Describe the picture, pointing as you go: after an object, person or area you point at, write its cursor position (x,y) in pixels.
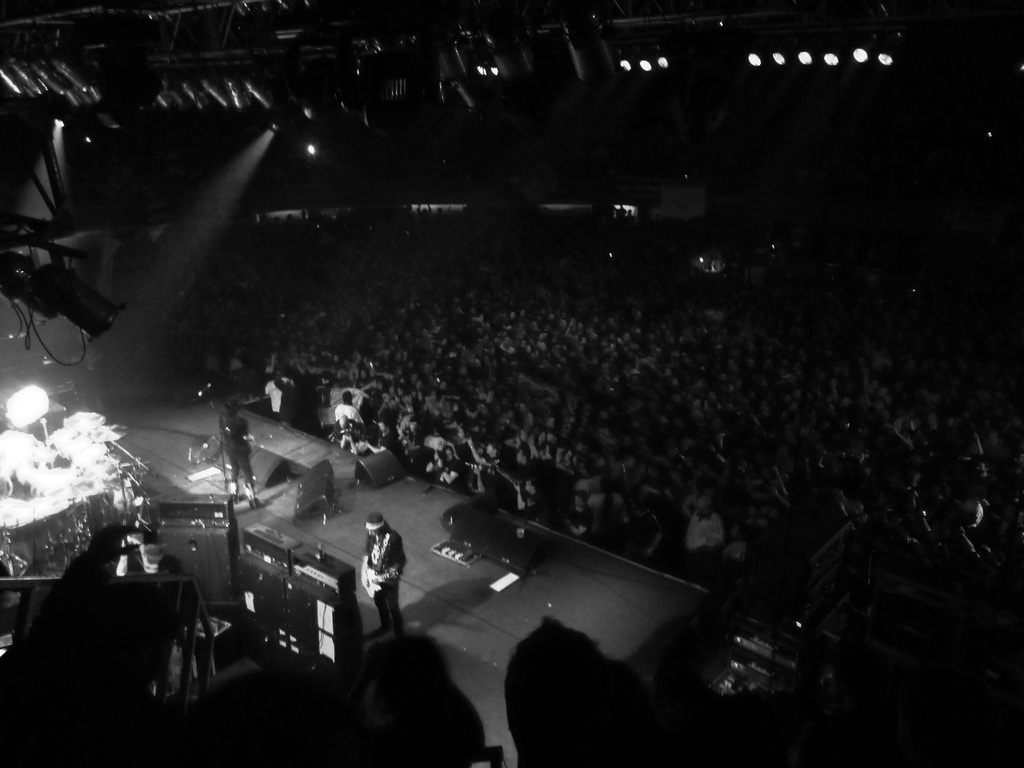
In this picture we can see two persons (228,443) standing on the stage (342,524), there are some group of people (691,315) on the right side (840,350), this person (390,565) is playing a guitar (378,577), we can see lights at the top of the picture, there are some musical instruments (83,456) here.
